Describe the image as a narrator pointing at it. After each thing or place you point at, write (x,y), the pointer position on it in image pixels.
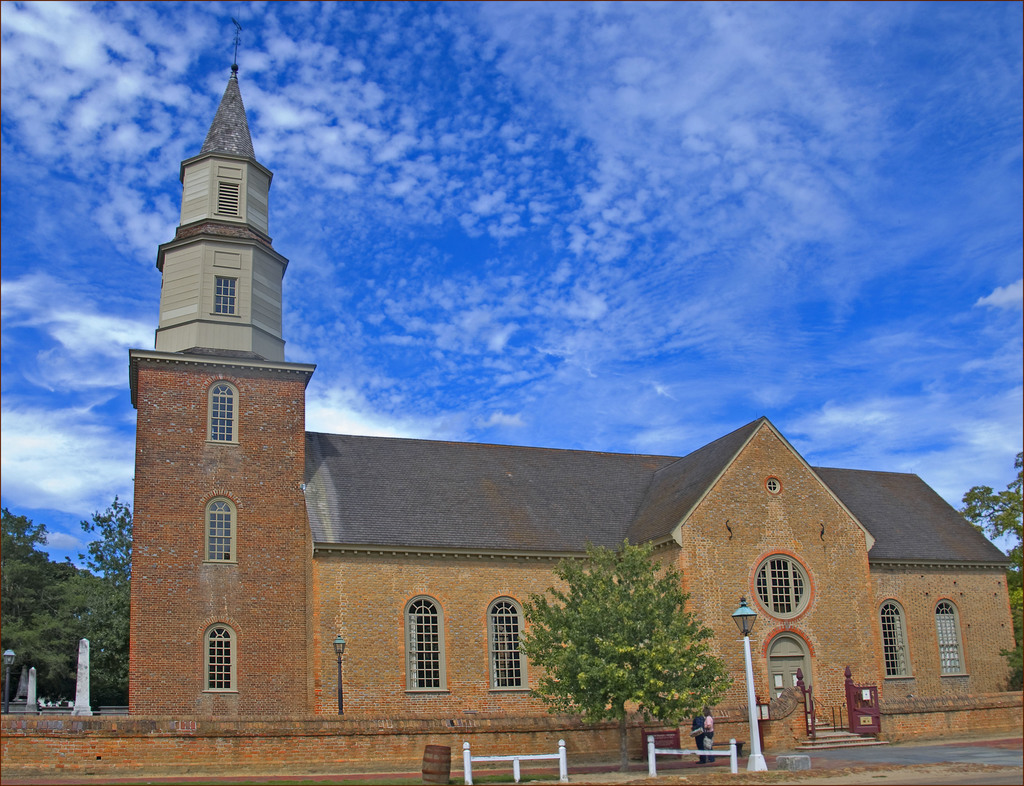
In this image I can see trees (658,715) in green color, light pole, building (773,697) in brown color. Background (725,347) I can see sky (393,322) in blue and white color.
